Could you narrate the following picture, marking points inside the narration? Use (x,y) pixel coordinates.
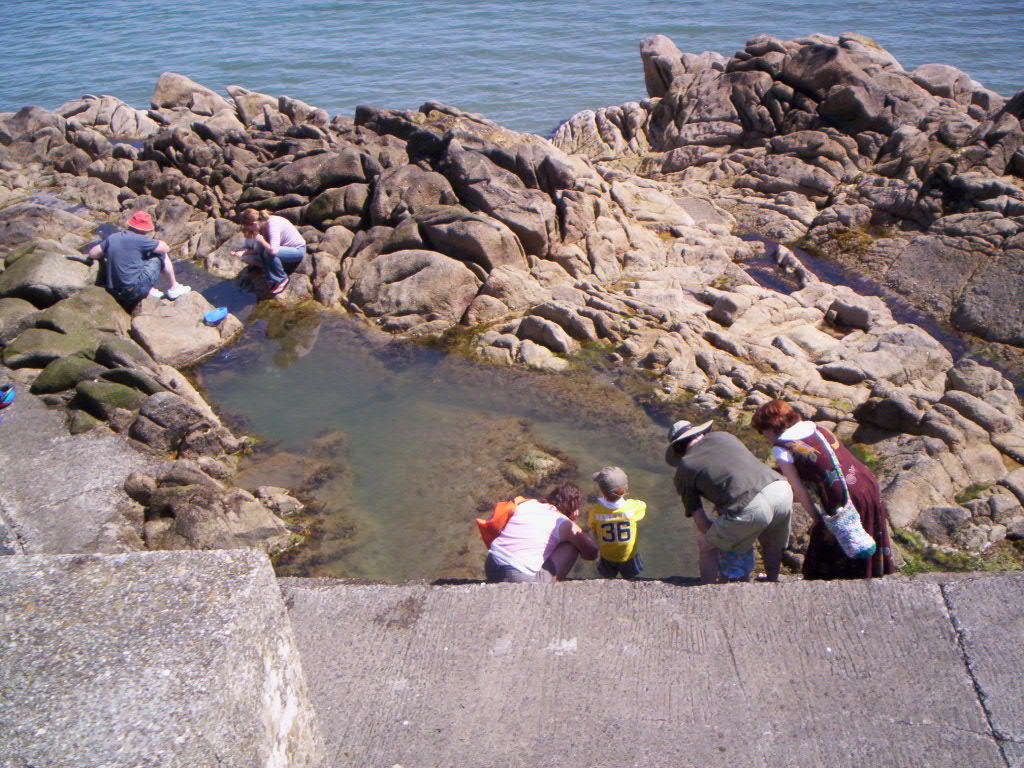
In the center of the image (521,511) we can see some persons (732,510) and some of them are carrying bags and a man (697,454) is wearing a hat (699,433). On the left side of the image (258,234) we can see two persons (264,246) are sitting on the rocks (225,254) and also we can see some objects (227,308). In the background of the image (443,175) we can see the rocks (657,181) and water (589,101). At the bottom of the image (454,646) we can see the wall (545,649).
